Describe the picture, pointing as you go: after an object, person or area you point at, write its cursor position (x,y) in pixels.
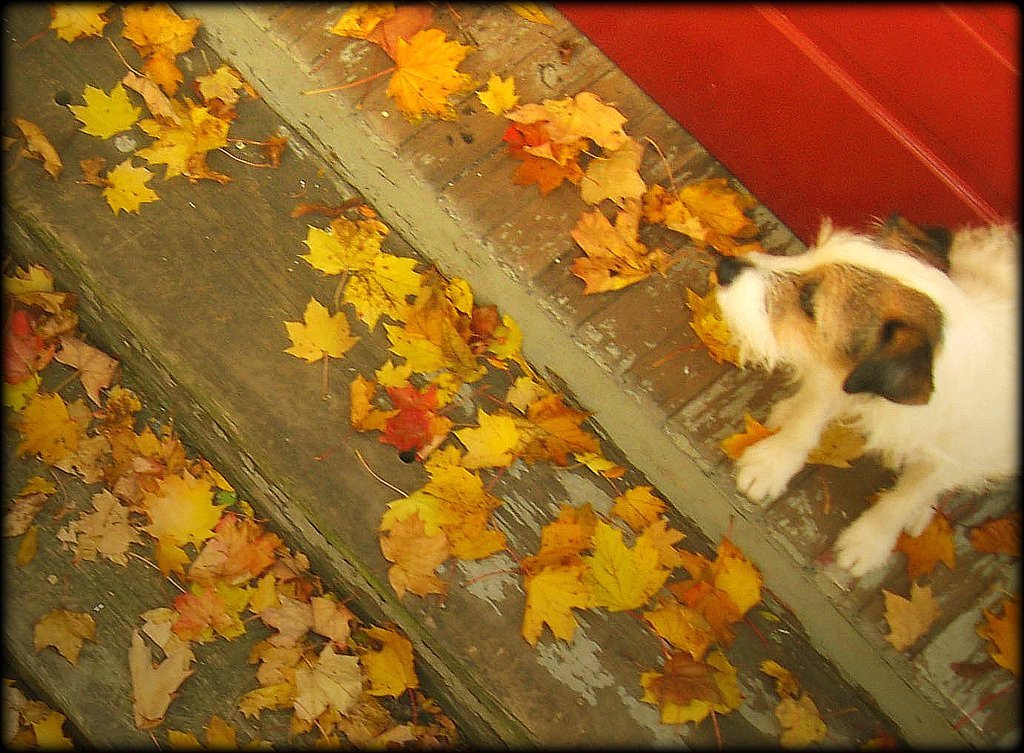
In this picture we can see the dried leaves (544,110) on the floor (888,573). In this picture can see a dog (990,427). In the top right corner of the picture (891,76) it looks like the wall (791,106).
